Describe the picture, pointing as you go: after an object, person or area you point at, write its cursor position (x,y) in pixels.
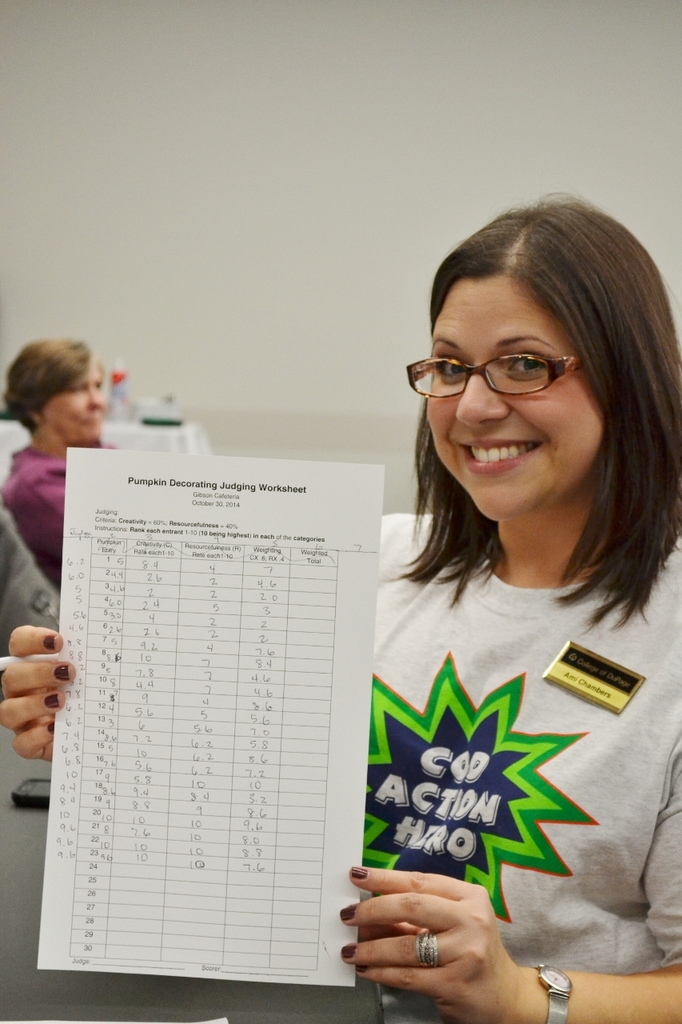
In this image I can see a person (504,587) sitting holding a paper (295,770) which is in white color. The person (627,603) is wearing white color shirt (661,591), background (72,364) I can see the other person (52,369) sitting and the wall (226,163) is in white color.
